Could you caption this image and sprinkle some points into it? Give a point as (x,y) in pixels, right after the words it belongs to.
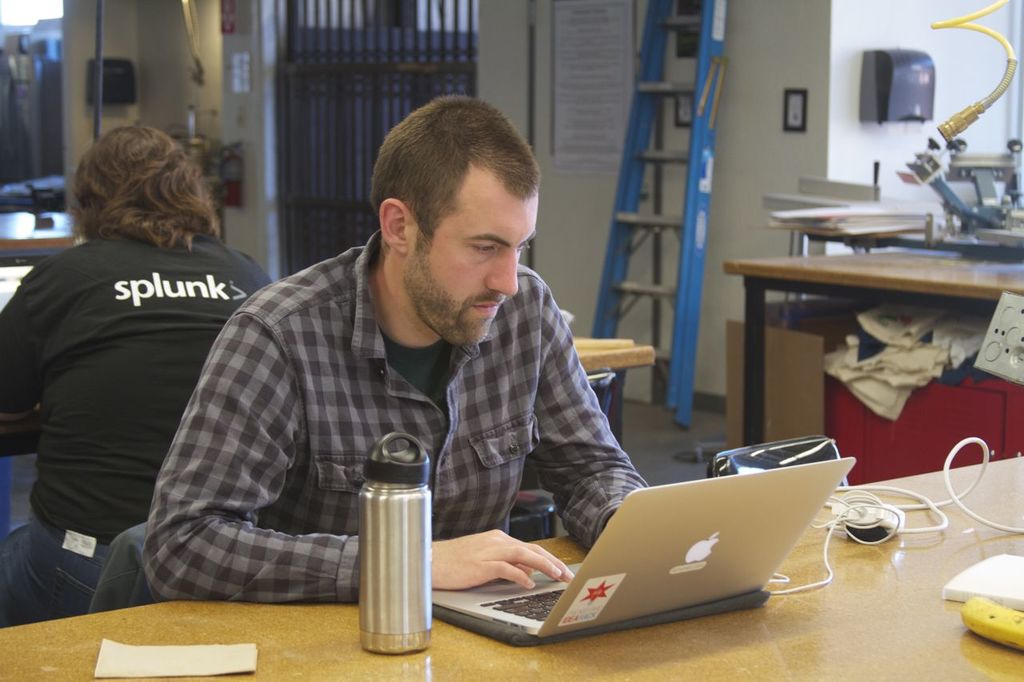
A man (334,263) is sitting at a table (311,613) and working on his laptop (612,559) and man (263,279) behind him is sitting.
